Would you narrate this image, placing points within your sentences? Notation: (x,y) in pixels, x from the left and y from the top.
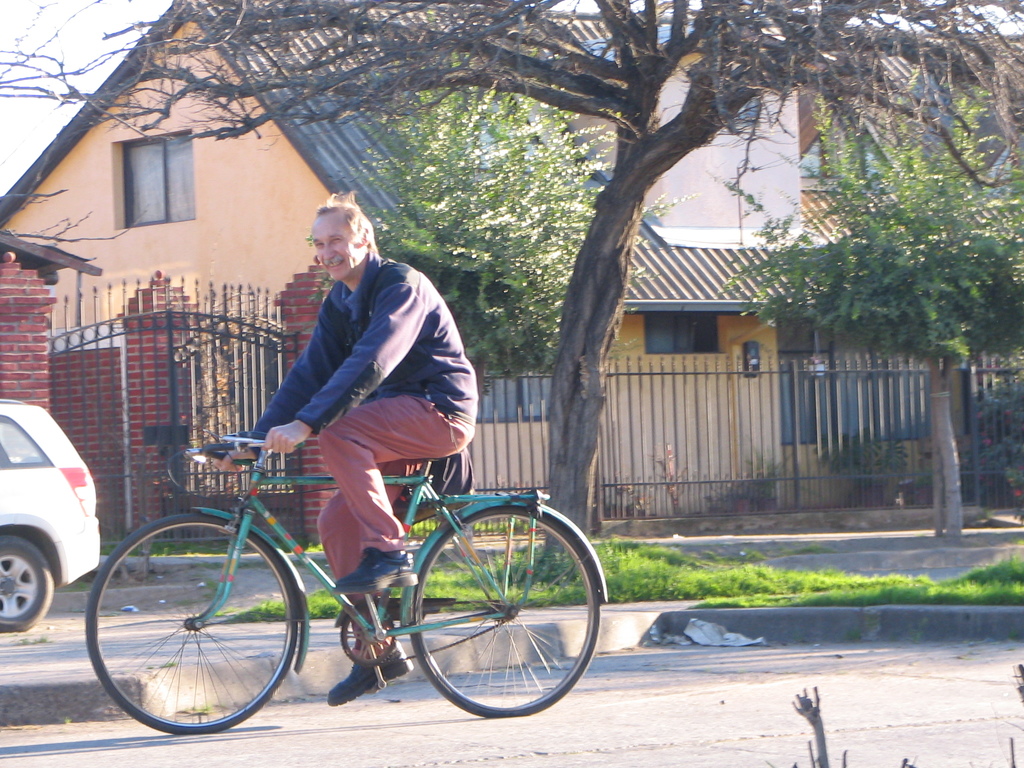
In this image I can see a person (359,402) riding the bicycle (511,617). To the left of there is a car (50,511) on the road (61,747). In the back ground (542,333) there is a railing (838,431), trees (492,328), building (220,230) and the sky (53,86).
